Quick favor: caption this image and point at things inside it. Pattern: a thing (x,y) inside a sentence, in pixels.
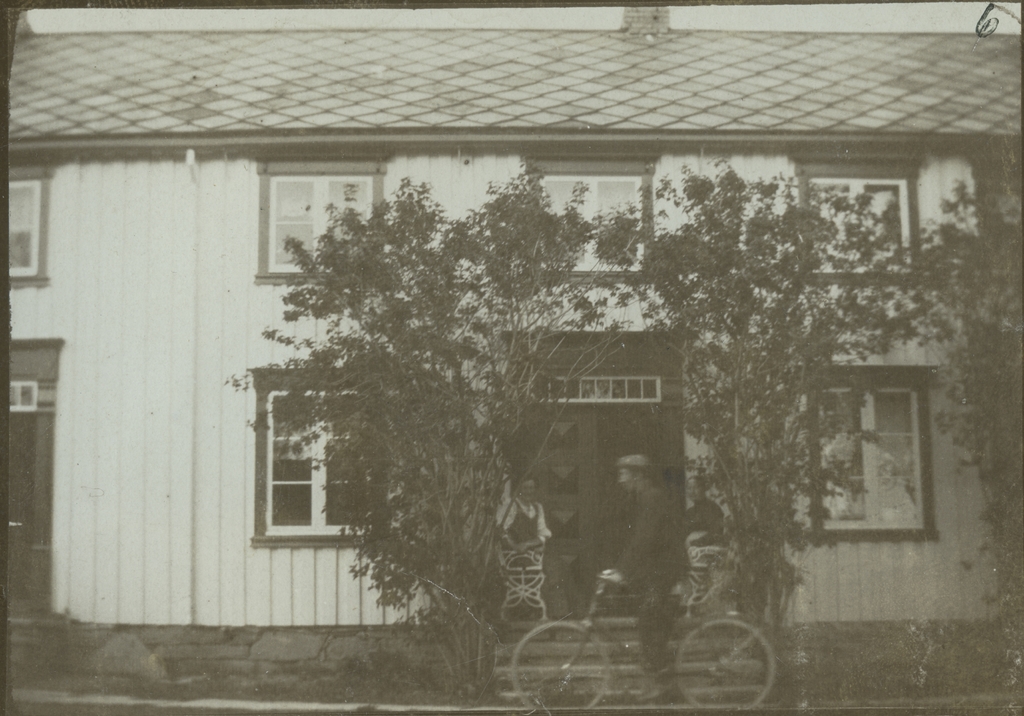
In this image we can see a building (547,488), and there are few trees (491,636), two persons (695,535) sitting and a person (664,549) riding a cycle (567,664) in front of the building (888,354).
